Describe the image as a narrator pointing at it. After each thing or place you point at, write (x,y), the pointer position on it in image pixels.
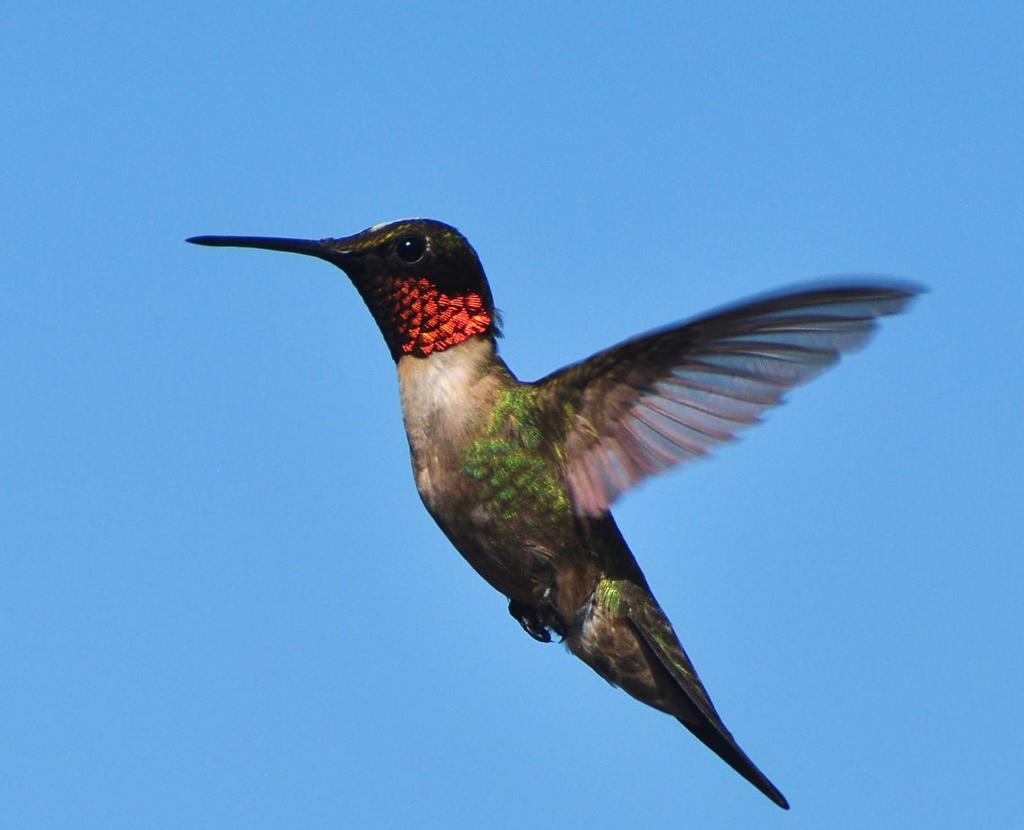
In this picture we can see a hummingbird (583,540) flying and we can see sky (259,519) in the background (249,457).
